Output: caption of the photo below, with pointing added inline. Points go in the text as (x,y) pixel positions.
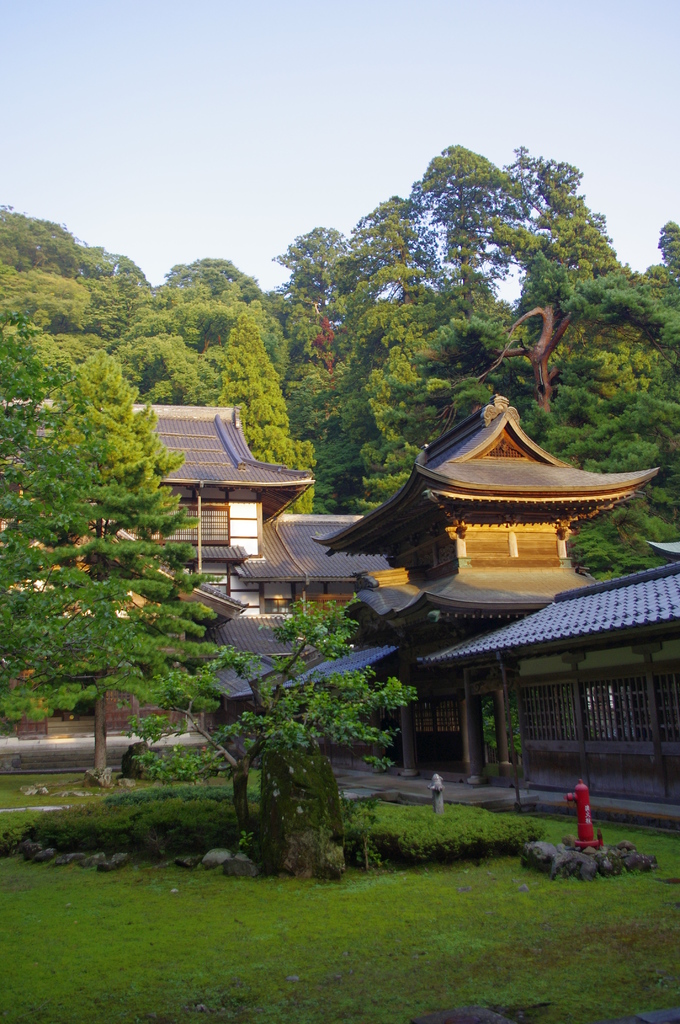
This is an outside view. At the bottom (352,989), I can see the grass (340,968) on the ground (370,946). In the middle of the image (268,504) there is a building (367,543). In the background (311,393) there are many trees (394,322). At the top of the image (320,94) I can see the sky (224,64).
